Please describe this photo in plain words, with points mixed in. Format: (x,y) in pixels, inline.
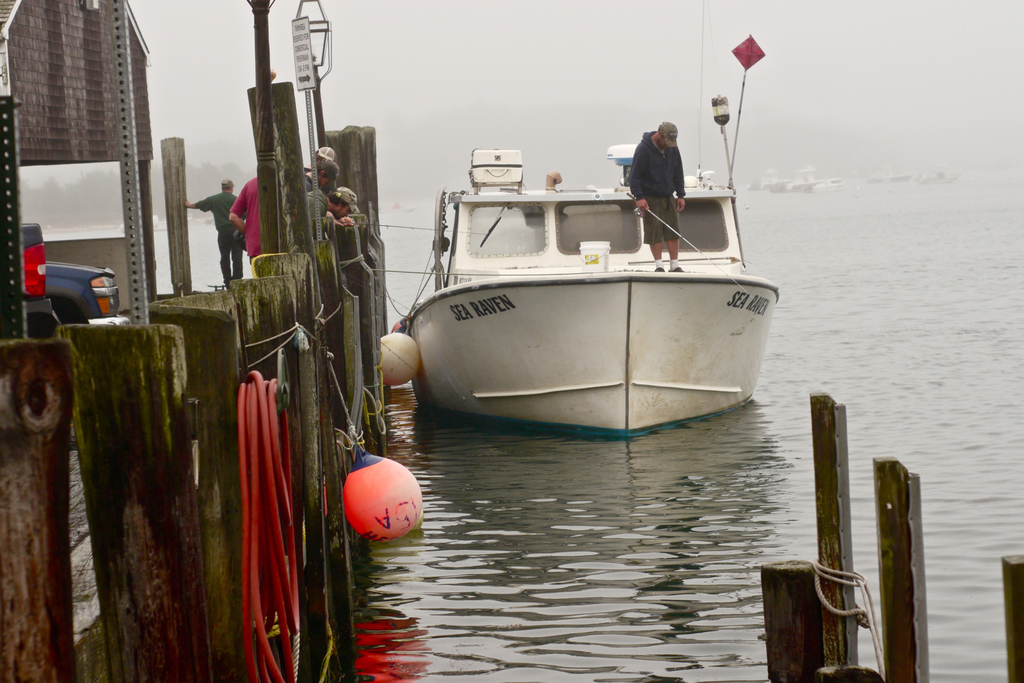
In this image there is a white color boat (666,299). There is a person (637,169) standing on it. To the left side of the image (283,325) there are wooden poles (188,326). There are people (325,173) standing. At the bottom of the image (524,578) there is water (812,391). In the background of the image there are ships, trees (197,175).
